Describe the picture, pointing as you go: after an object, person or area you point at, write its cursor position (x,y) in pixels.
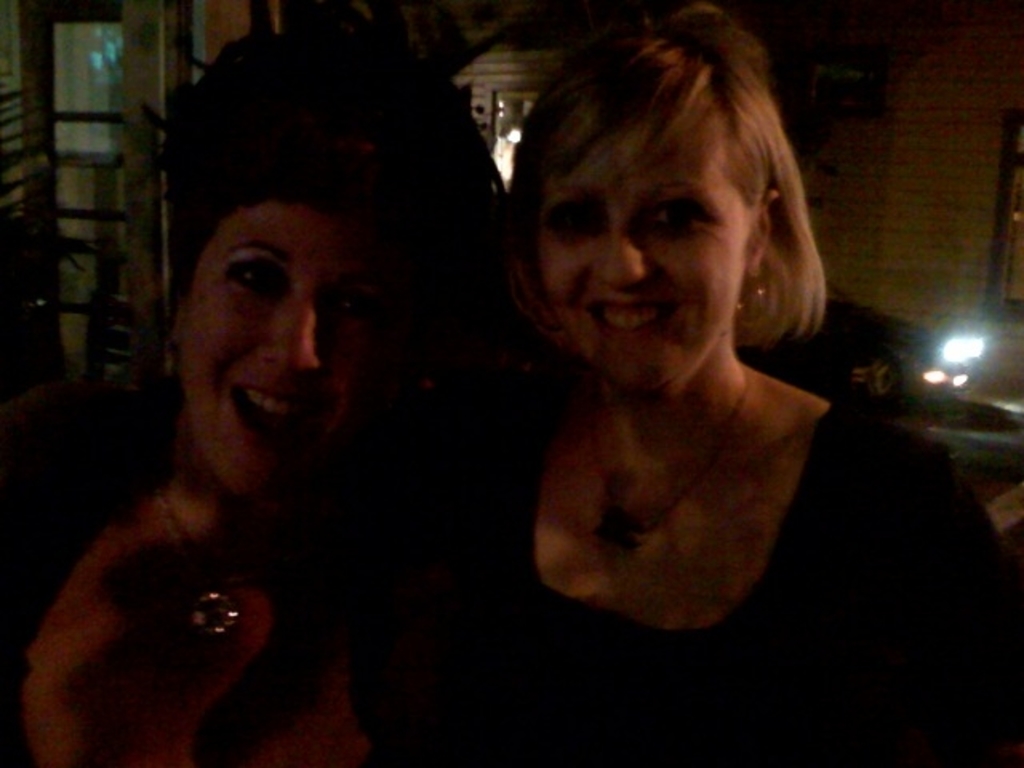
In this image I can see two people (668,377) are smiling. I can see the light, plants (2,99) and few objects (845,52) around.
